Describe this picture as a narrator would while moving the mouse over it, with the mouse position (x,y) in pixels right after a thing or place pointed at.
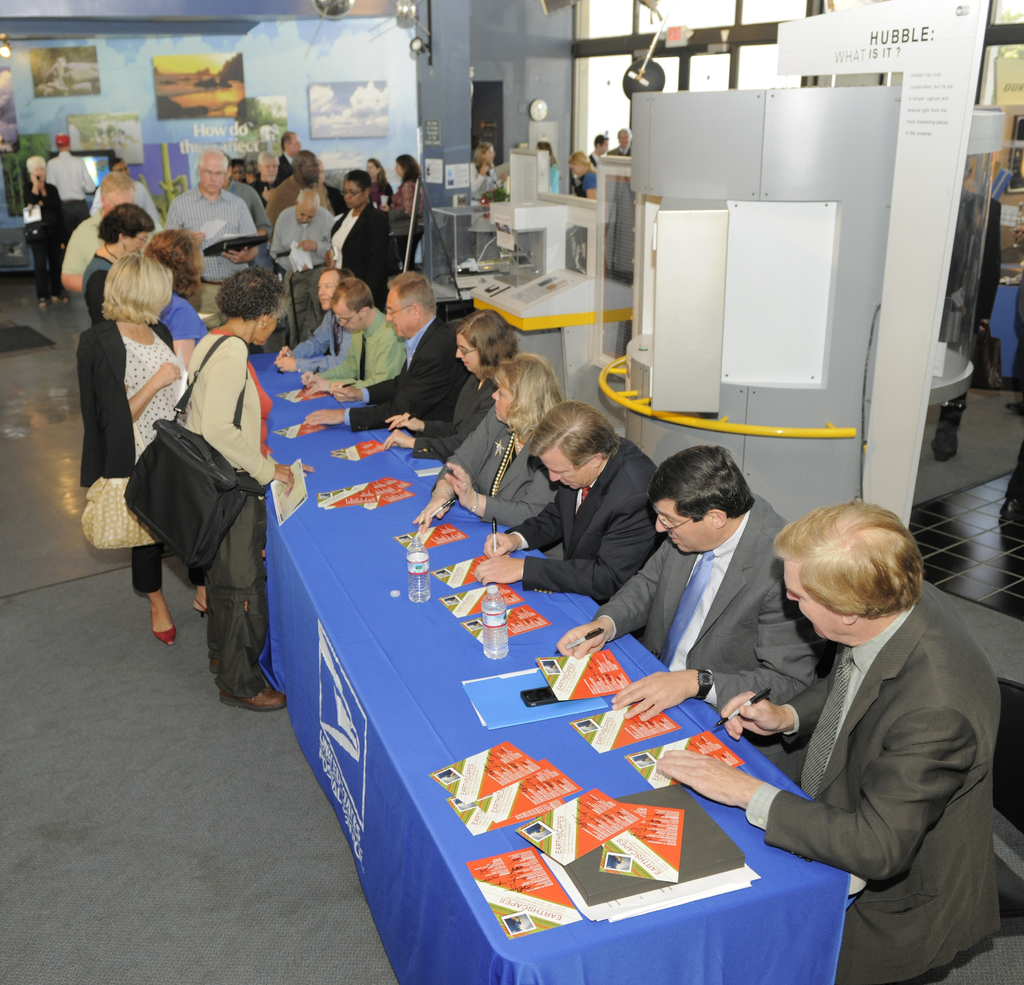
The picture is taken in a building (358,983). In the center of the picture (351,526) there is a table (376,686), on the table (479,741) there are pamphlets (645,759), files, water bottles (502,633). Around the desk (524,651) there are people (466,392). In the background (396,163) there are people (490,147), banner (358,80) and other objects (663,160). On the right (818,204) there are banner (917,164) and other objects (789,324).
